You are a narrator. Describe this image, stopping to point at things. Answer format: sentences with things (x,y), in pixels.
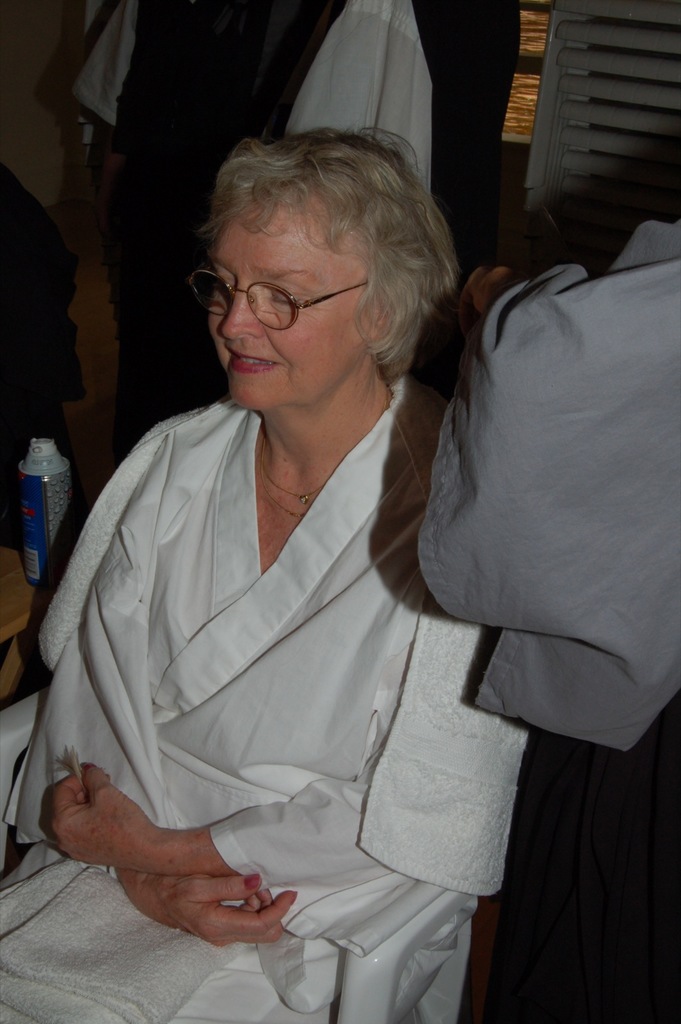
In this image we can see a woman (218,1002) sitting on chair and to the side, we can see a person (634,535) and we can see a bottle (54,490) on the table (13,629). There are some clothes (445,121) and objects (639,101) in the background (487,215).
